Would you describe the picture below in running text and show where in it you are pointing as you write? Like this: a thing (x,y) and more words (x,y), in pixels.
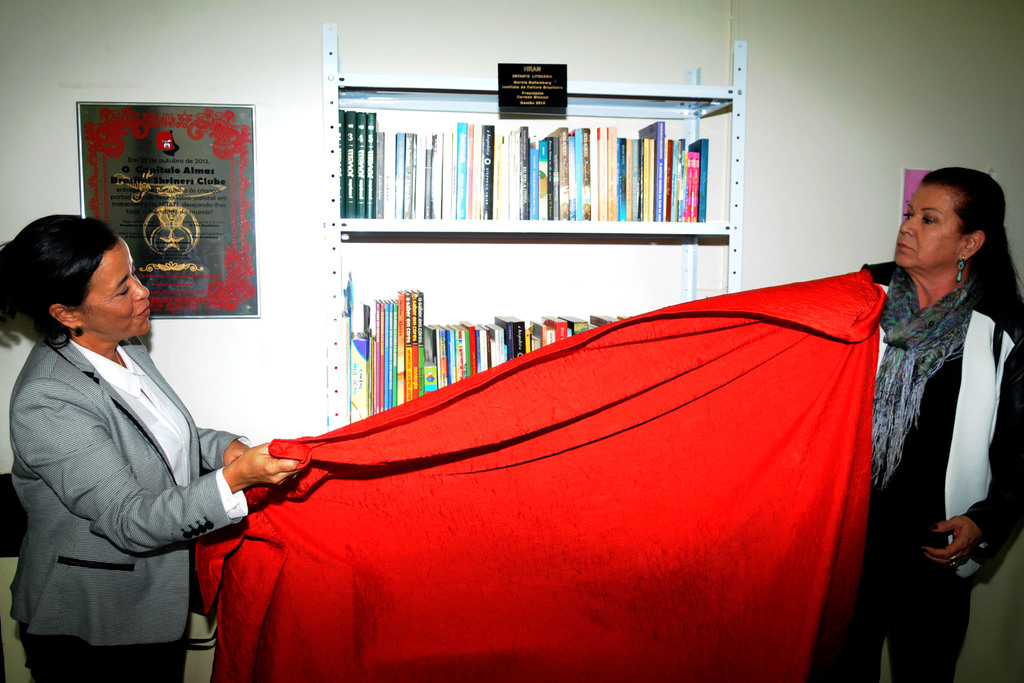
In this image we can see two women (937,559) standing and holding a cloth (626,378) and there is a shelf (543,151) with a few books (470,325) on the shelf (445,221) and there is a frame (211,176) attached to the wall (314,191).
